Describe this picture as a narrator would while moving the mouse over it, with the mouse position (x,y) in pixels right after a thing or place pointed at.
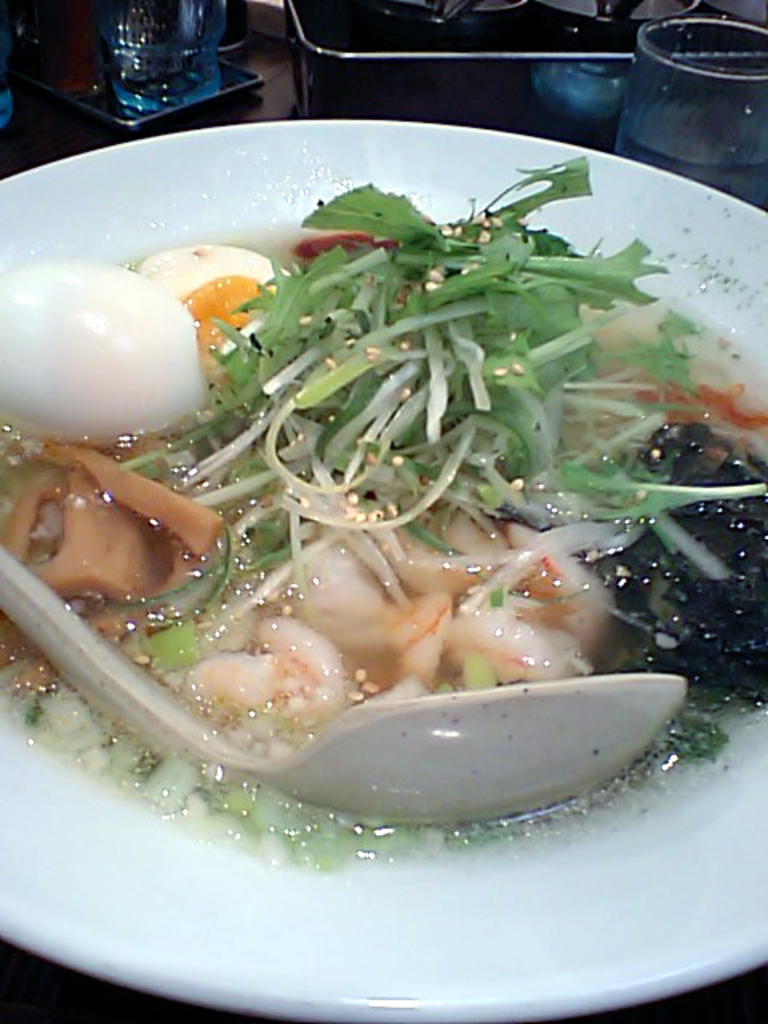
In this image we can see there is a plate (241,145) on the table (288,67). And there are some food items (236,539) in the plate (488,167). And there are glasses (655,79), trays (104,108), spoon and a few objects (23,29).
